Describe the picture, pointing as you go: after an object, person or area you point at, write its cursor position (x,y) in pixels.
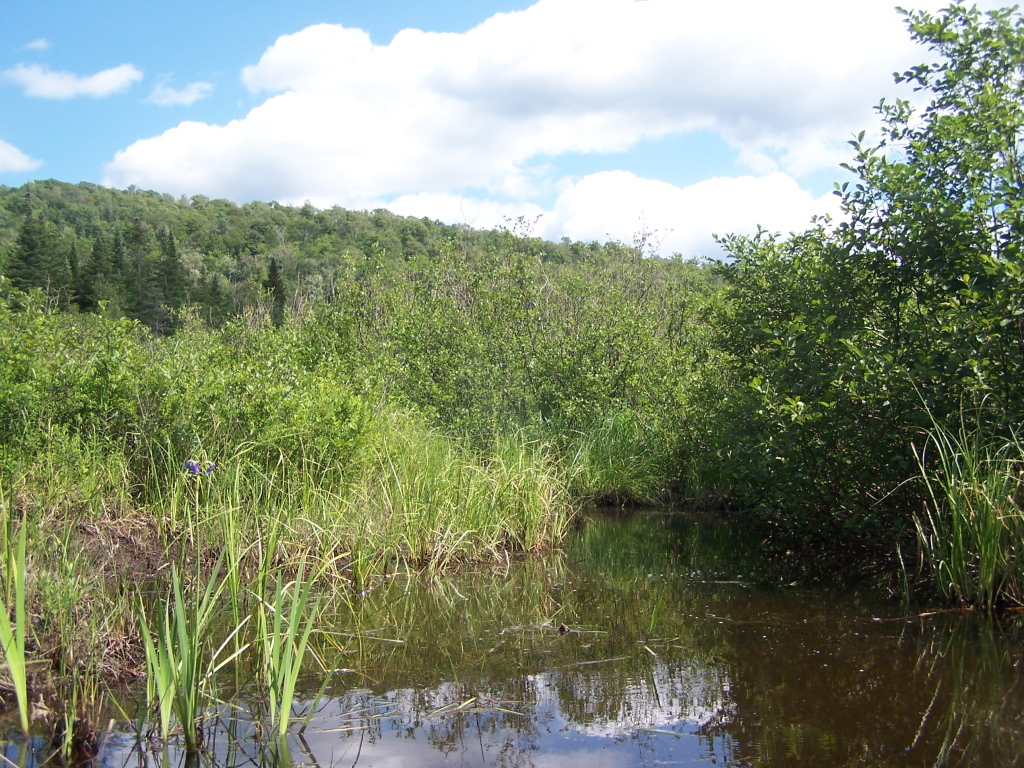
At the bottom of the image (662,705) there is water (729,585). And also there is grass (416,468) in the water (230,624). And there are small plants (21,396) on the ground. In the background (135,251) there are trees (939,232). At the top of the image (545,88) there is sky (500,65) with clouds (462,109).
